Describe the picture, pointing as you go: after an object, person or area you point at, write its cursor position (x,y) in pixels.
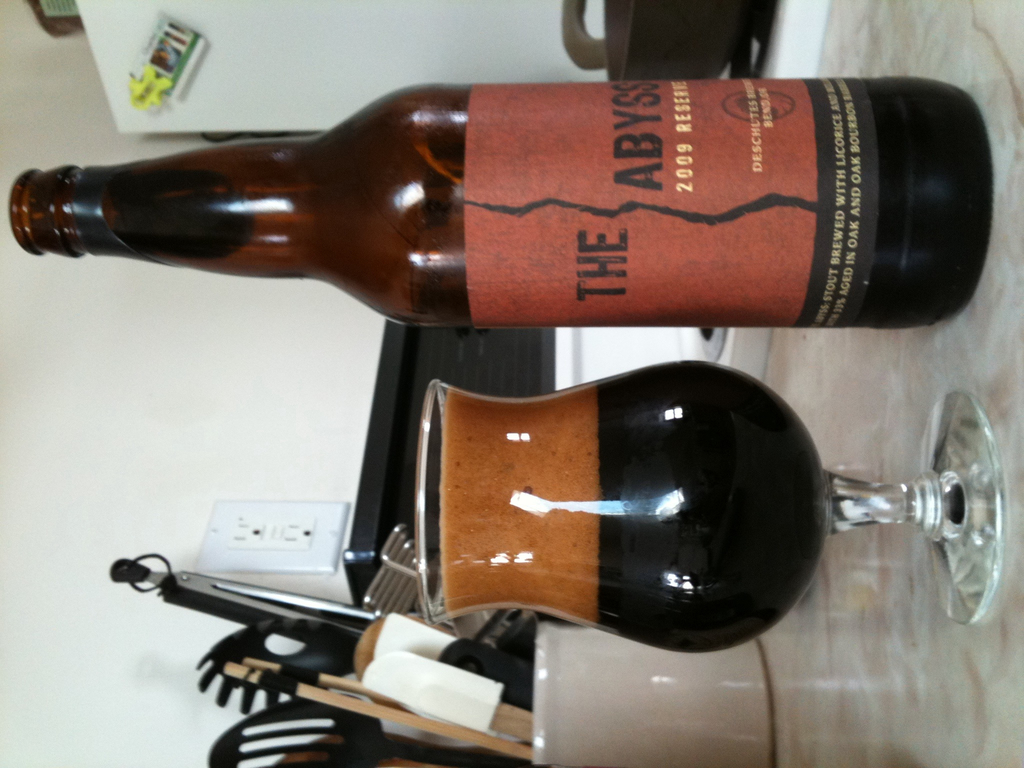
In this image I can see a glass (584,525), a bottle (635,266) and here I can see something is written. In the background (714,354) I can see few stuffs (611,40) and over there I can see white colour power socket (223,558).
